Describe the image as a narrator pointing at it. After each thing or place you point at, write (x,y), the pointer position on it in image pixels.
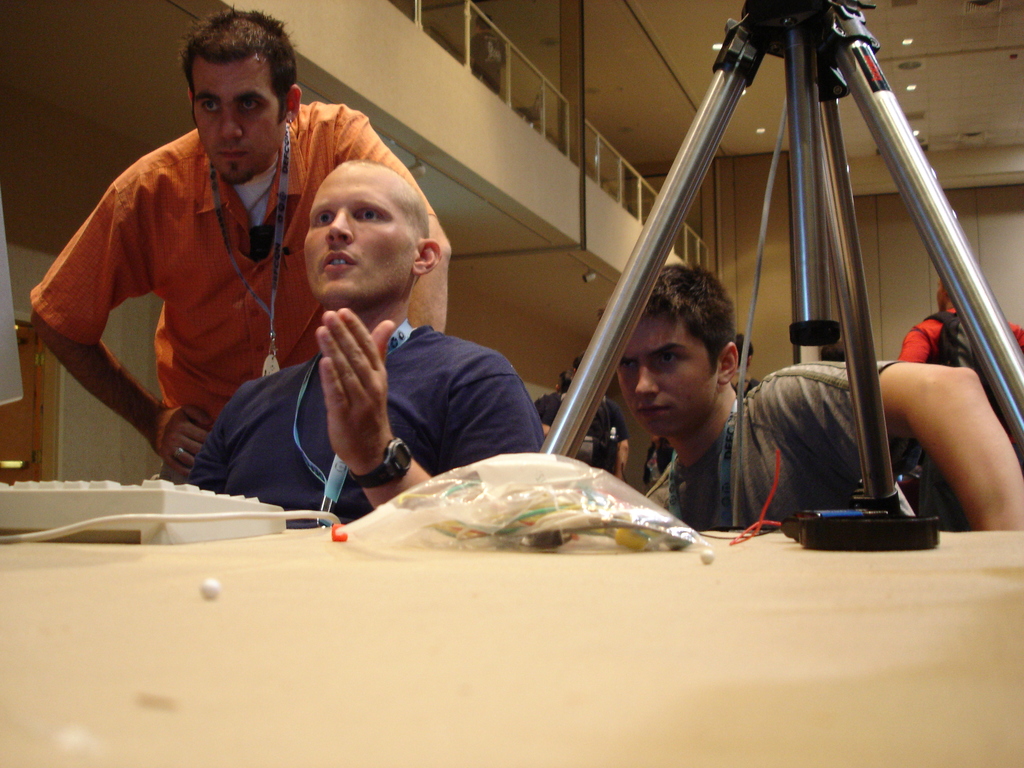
In this image there is a table (759,546) in the foreground (632,521), on the table (744,544), there is a stand (868,323), some other objects (31,493) kept, behind the table (424,564) there are few people (89,370), at the top (675,65) there is the roof (721,37).
